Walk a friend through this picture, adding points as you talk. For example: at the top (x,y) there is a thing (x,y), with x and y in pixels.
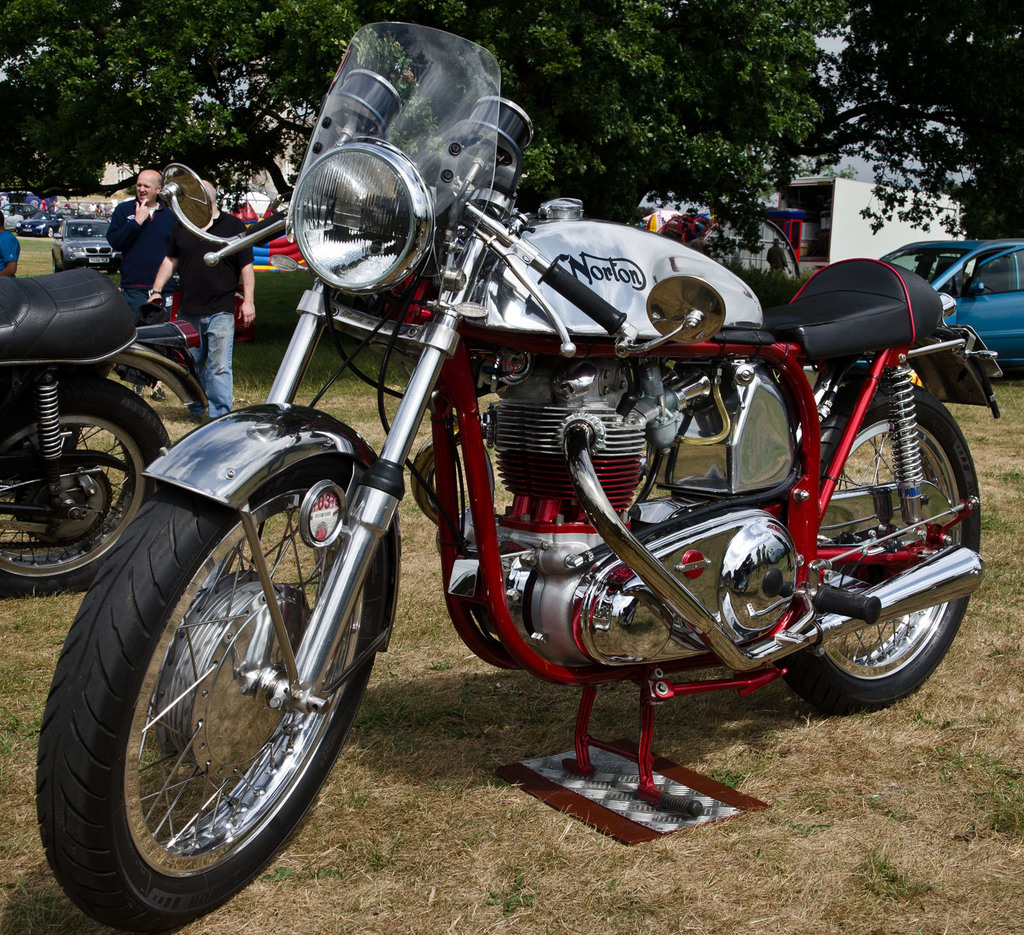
In the image there are many bikes (327,470) and vehicles (83,218) are parked in the ground (407,717) and behind the first vehicle (302,210) there are two men (166,283) walking on the land (259,330) and behind the men (192,274) there are two trees (695,98).
